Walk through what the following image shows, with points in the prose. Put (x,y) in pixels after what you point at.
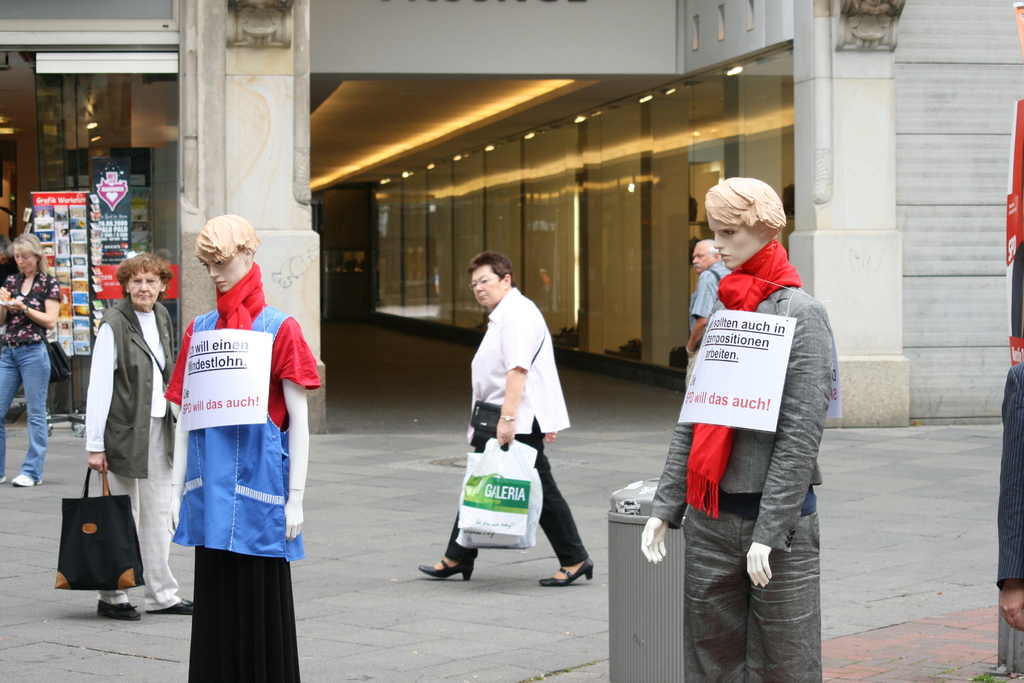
In this image we can see a building (637,106). There are few people (527,360) are walking in the image. There are two mannequins (732,519) and some boards (735,390) are hanged in their necks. There is a store (103,150) in the image. There are many books (82,281) placed on the rack (79,257). There are many lamps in the image.
